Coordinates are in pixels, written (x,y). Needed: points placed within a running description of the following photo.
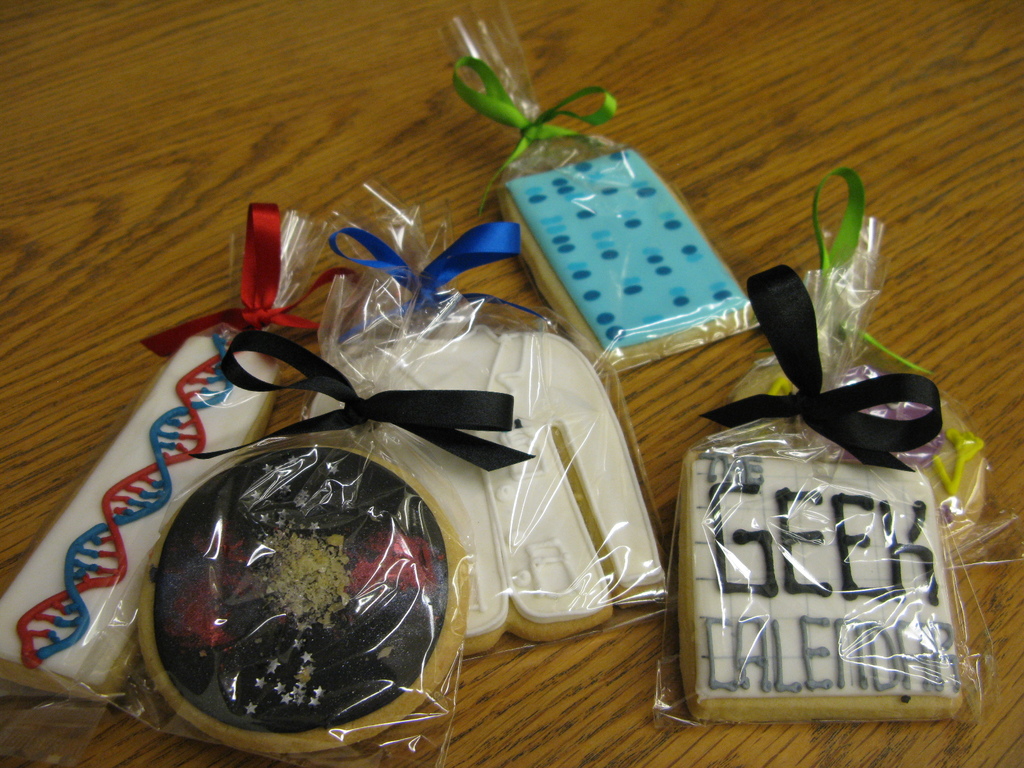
In the image there are some items (588,424) kept on a table (787,100), they are of different shapes and sizes.
